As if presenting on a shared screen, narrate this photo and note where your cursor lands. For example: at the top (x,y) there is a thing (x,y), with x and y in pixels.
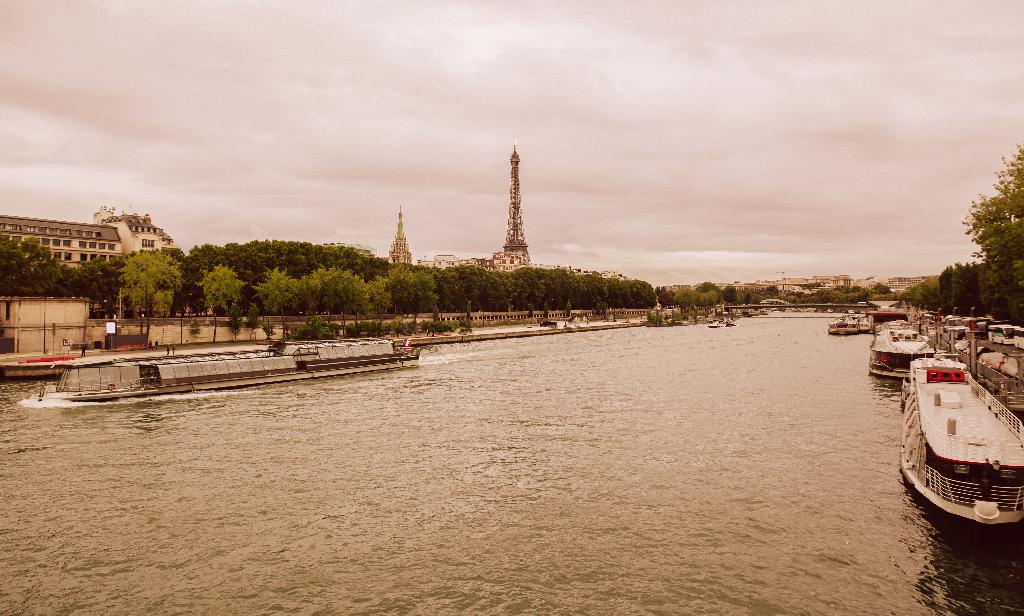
Above this water (788,326) there are boats (966,451). Far there are trees (758,291) and buildings (458,262). This is tower (509,236). Sky (536,211) is cloudy.
